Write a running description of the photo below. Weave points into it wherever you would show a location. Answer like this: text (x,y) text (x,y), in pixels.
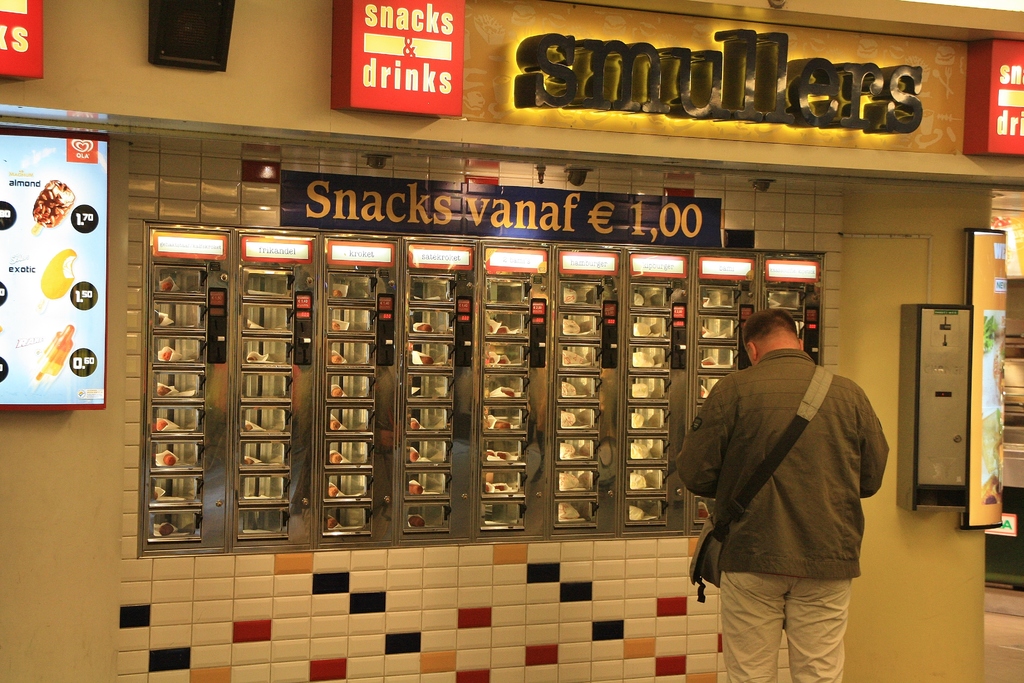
In this image there is a man (813,570) standing. He is wearing a bag (738,497). In front of him there is a wall (463,567). There are shelves (216,435) to the wall (95,495). There are objects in the shelf (606,405). At the top (401,211) there are boards (517,106) with text (1012,128) on the wall (354,126). To the left (73,374) there is a display board (25,243). There are ice creams (45,199) displayed on the board (49,269).
